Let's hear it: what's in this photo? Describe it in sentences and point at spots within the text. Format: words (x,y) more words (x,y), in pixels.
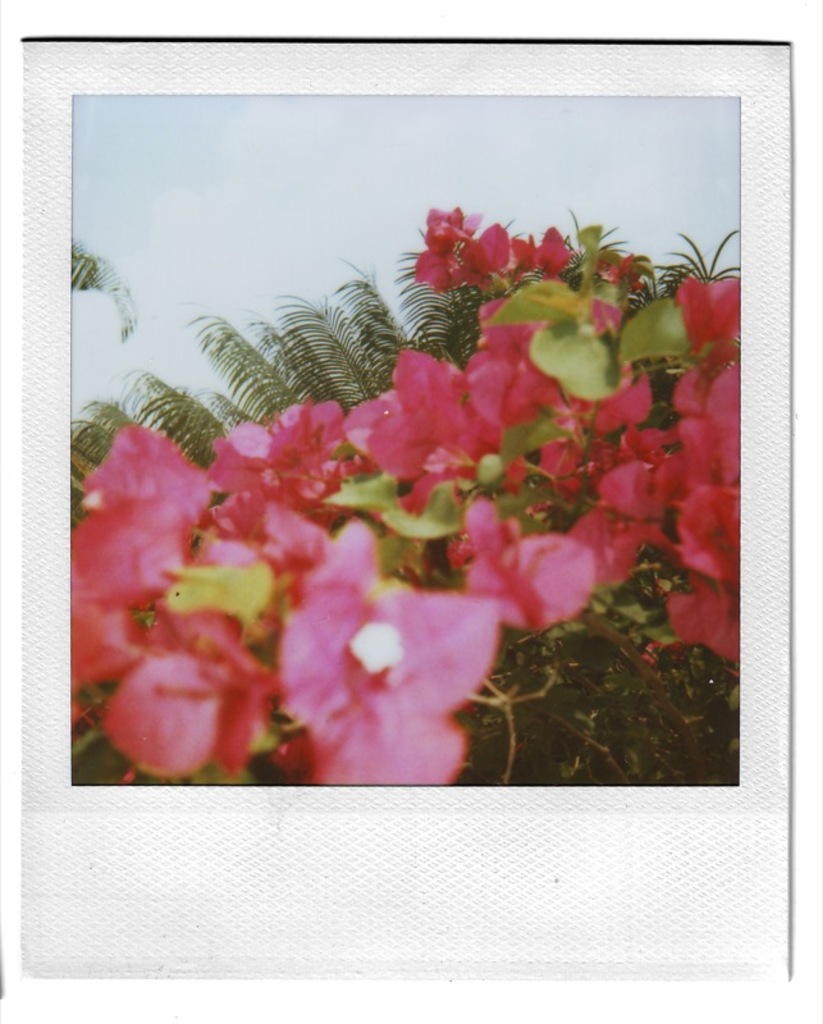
In front of the picture, we see flowers (561,566) which are in pink color. Behind that, we see the trees (461,354). In the background (275,236), we see the sky (313,183). At the bottom (418,864), it is white in color. This might be a photo frame or an edited image.
